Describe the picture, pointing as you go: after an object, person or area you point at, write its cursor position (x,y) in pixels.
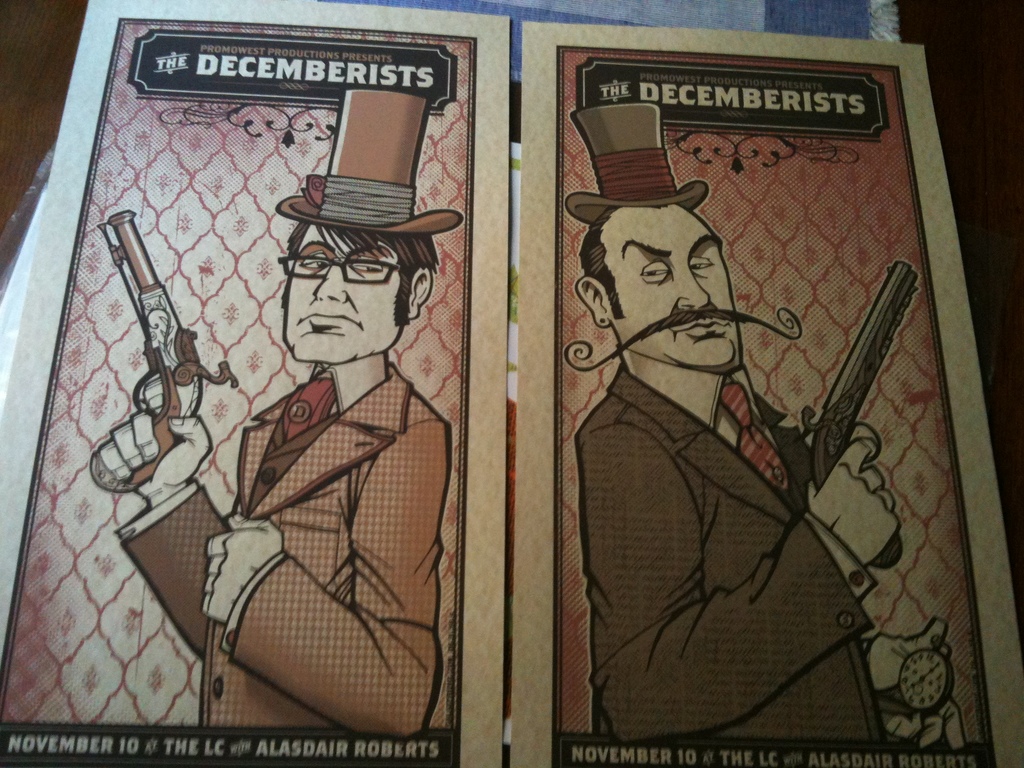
Here we can see posters (440,464) of persons (700,429) and these persons (703,417) are holding guns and wore hats (669,196).
